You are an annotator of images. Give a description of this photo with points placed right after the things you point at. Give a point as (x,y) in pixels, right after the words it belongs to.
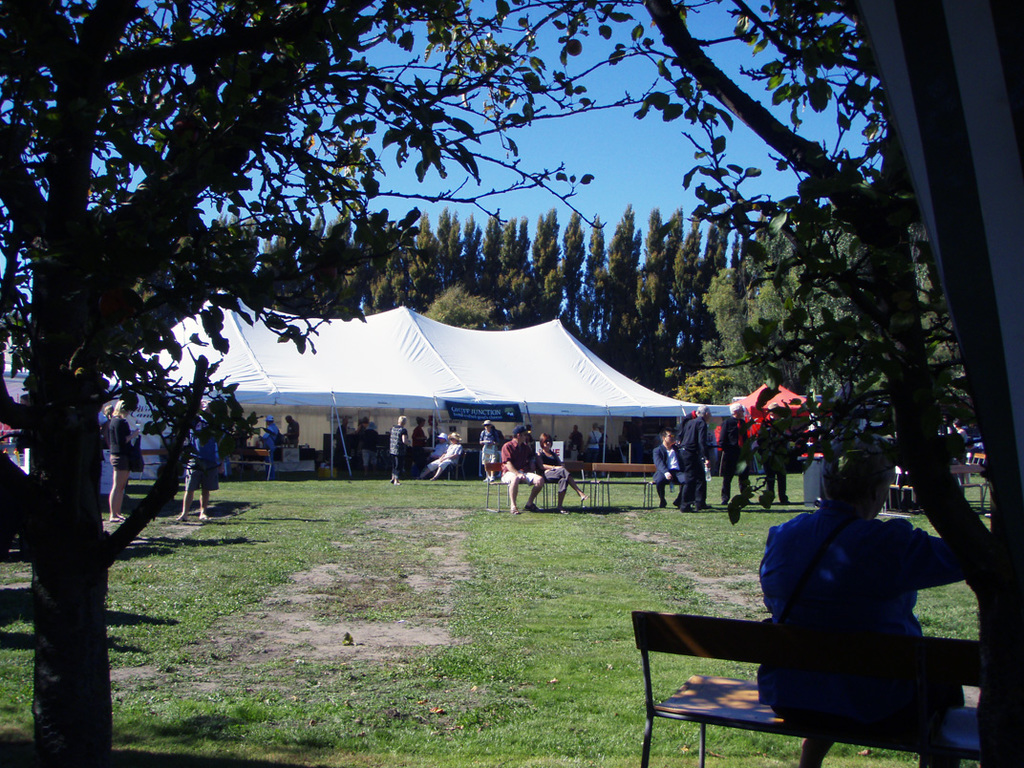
In the picture we can a tent (482,399), trees (570,226), sky (854,153) and some people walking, sitting and standing.
